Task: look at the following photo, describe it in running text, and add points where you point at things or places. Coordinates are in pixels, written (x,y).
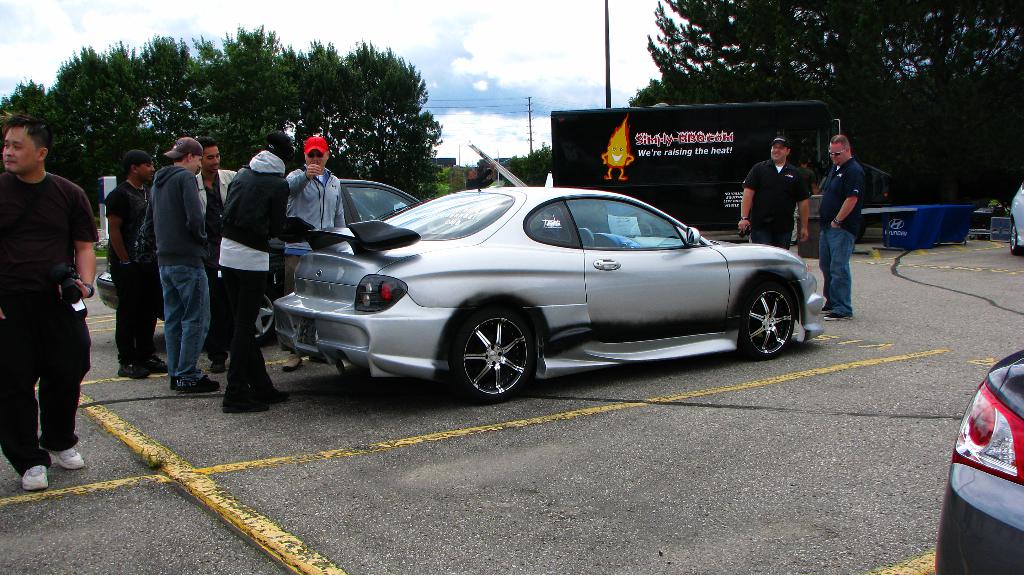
In this image we can see some people (282,133) and there are few vehicles (477,262) and we can see a board (583,175) with some text (650,158) and a picture (609,152) and there are some other objects (931,228). We can see some trees (410,133) in the background (750,12) and at the top (628,22) we can see the sky (479,81) with clouds (479,81).
